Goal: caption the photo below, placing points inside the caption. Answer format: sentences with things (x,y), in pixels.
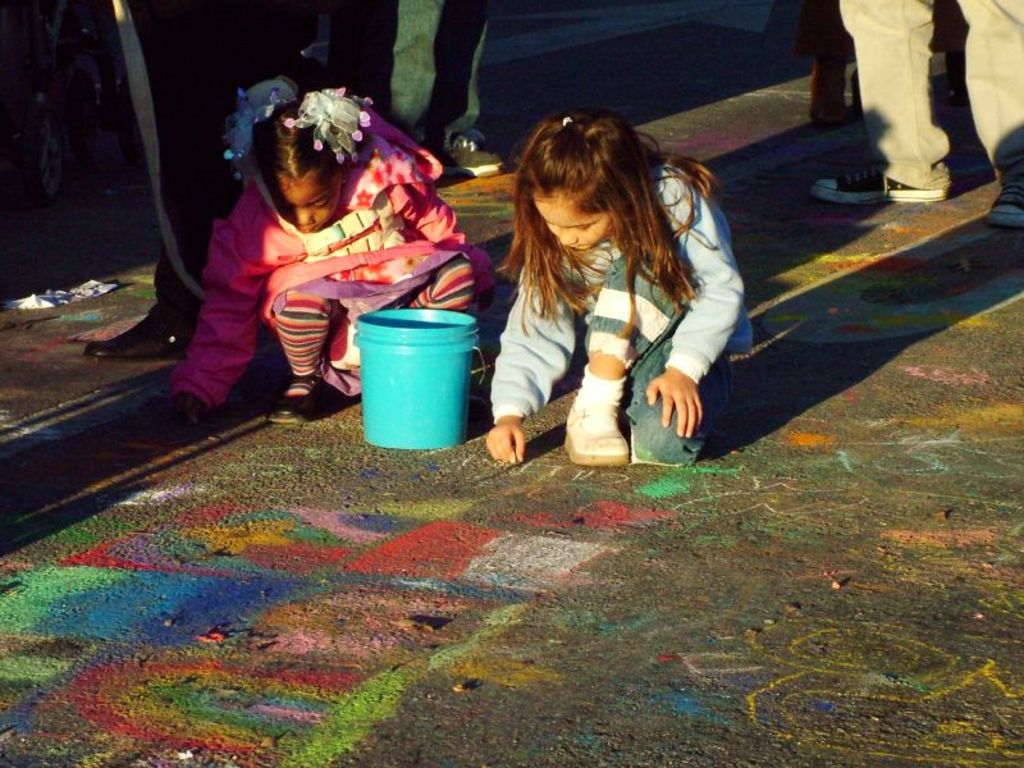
In this picture I can observe two girls (573,247) on the road (505,545). There is a blue color bucket (393,372) between them. In the background (159,94) there are some people (818,94) standing.
